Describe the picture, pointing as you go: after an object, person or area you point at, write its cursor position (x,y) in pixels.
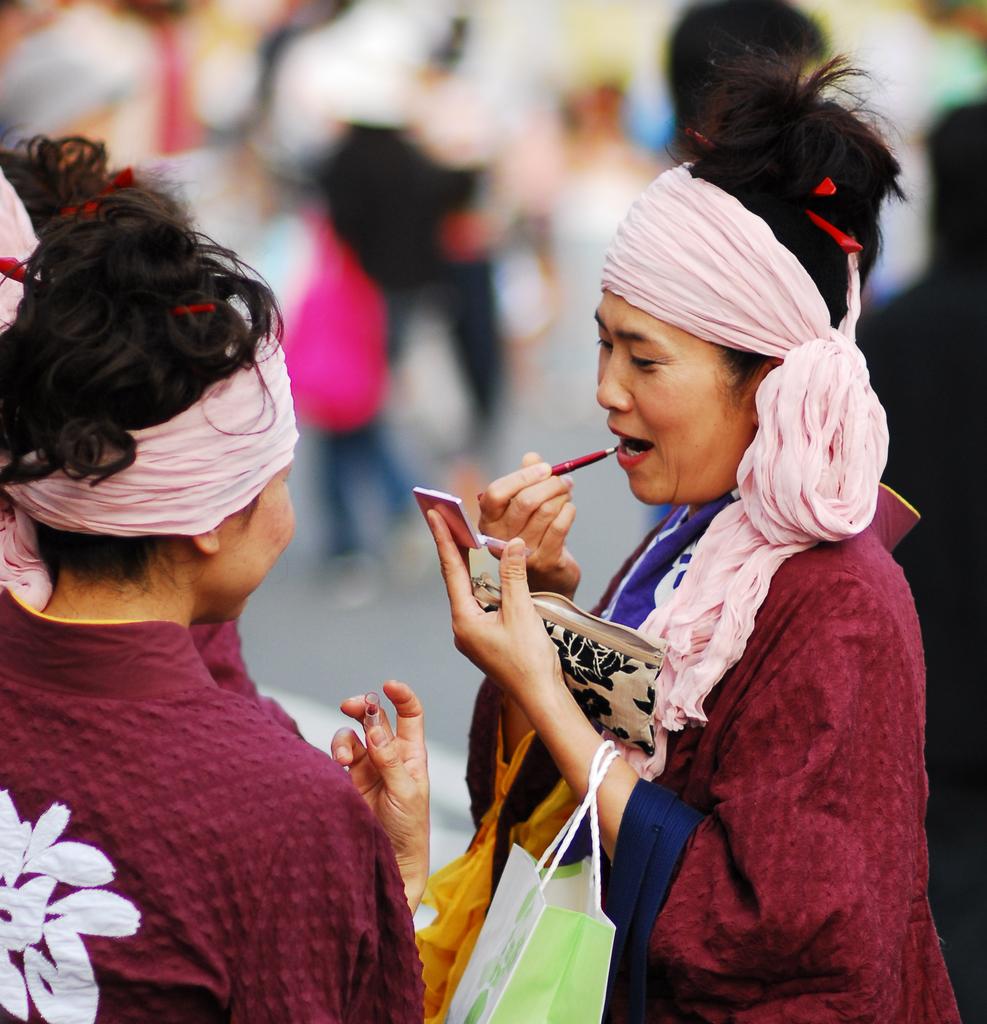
In this picture I can see few people (966,877) are standing and I can see a woman (676,676) standing and holding a small mirror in one hand (508,573) and a brush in another hand (548,519) and she is carrying couple of carry bags (501,924) and I can see another woman (338,815) holding a lipstick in her hand (402,724) and I can see clothes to their heads (783,134).
